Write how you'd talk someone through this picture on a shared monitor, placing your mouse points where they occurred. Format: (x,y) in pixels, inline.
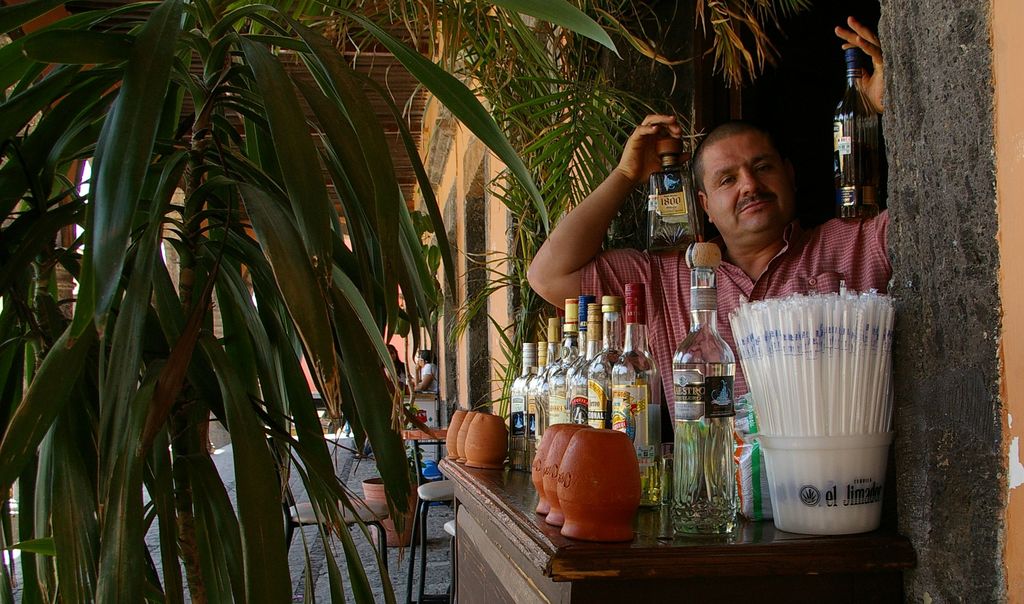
This picture is clicked outside. On the right (837,230) there is a man (744,250) wearing a shirt (862,256) and holding two bottles (664,188) and we can see the bottles (704,398) and some items (811,462) are placed on the top of the wooden cabinet (527,514). On the left (264,188) we can see the tree (206,281), roof (378,58), a person (433,364), chairs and some other objects (384,499).
